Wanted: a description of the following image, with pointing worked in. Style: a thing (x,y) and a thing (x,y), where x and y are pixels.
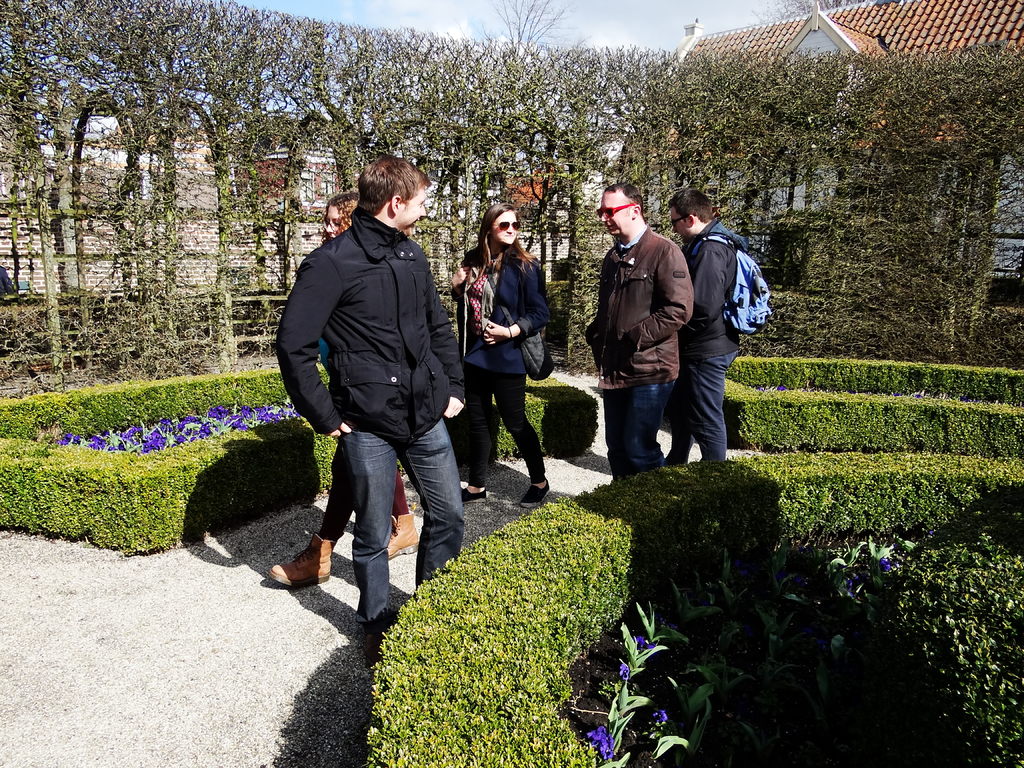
In this image we can see a few people (478,337) walking on the path (152,720). We can also see the plants (755,628), bushes (553,542) and also the trees (754,217). In the background (912,11) we can see the roof house (828,36) and also the sky (611,23) with some clouds (550,32).
